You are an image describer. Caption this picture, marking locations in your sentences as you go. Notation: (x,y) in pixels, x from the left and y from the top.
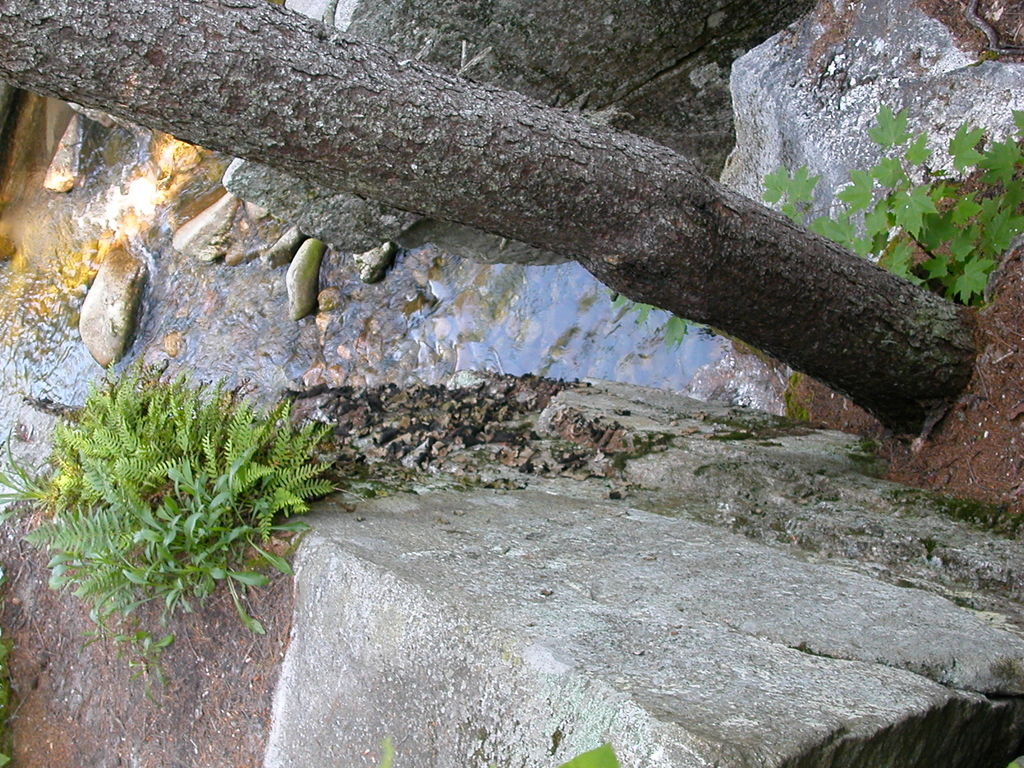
In this image I can see plants (293,498), rocks (373,202), tree trunk (309,177) and water (495,319). This image is taken may be during a day.
